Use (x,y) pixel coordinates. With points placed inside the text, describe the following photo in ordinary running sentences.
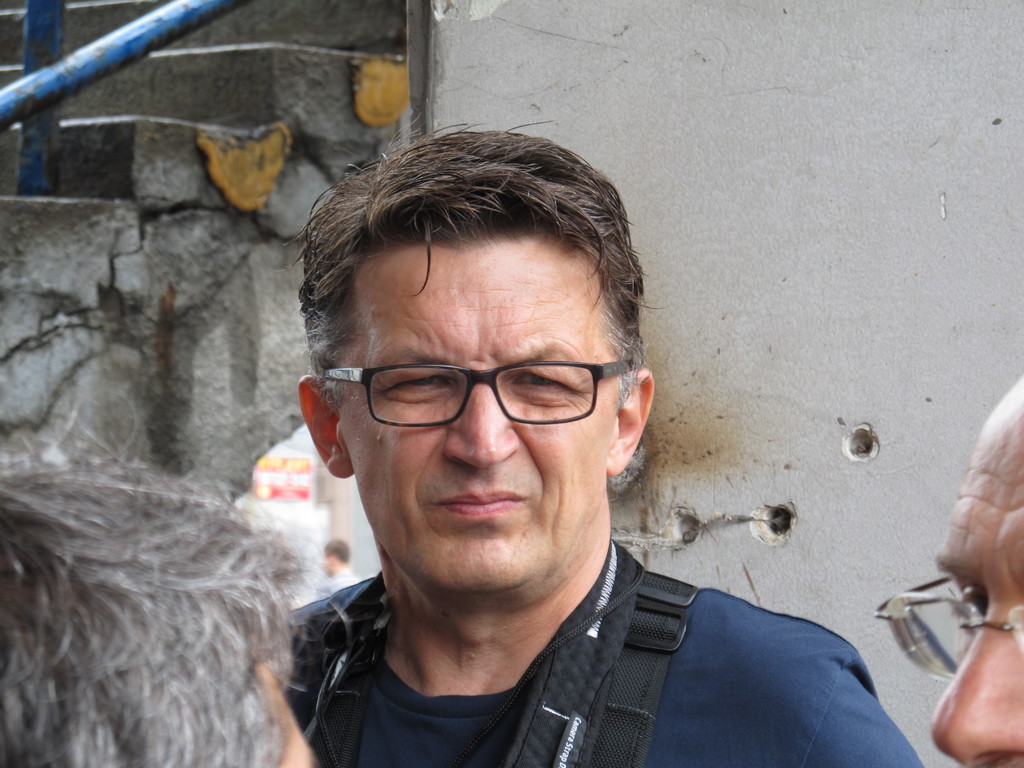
In this image we can see a person (748,704) wearing blue color T-shirt (717,679) also wearing spectacles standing and there is black color leash (609,575) on his body (473,674), at the foreground of the image (971,652) we can see two persons head (241,581) and face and at the background of the image (398,44) there is wall (781,38) and stairs (61,181).
